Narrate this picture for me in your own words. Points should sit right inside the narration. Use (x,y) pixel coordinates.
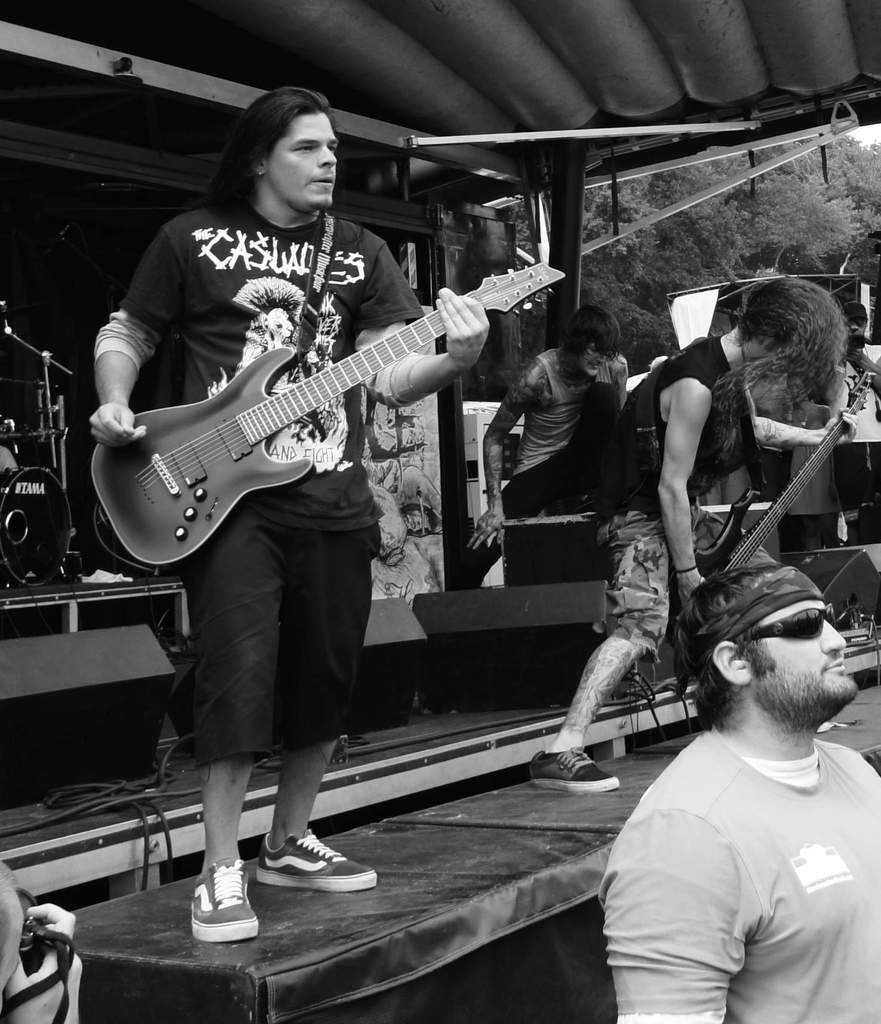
On the stage (523,564) there are two people (366,526) standing and playing guitar (273,426) with black t-shirts (630,426) and both are wearing shoes (286,881). Behind them there is a man (549,386). And to the right corner (843,168) there are some trees (672,253). And to the left corner (57,504) there are drums (56,508). To the right bottom (727,855) there is man (731,846) wearing goggles (794,636).
